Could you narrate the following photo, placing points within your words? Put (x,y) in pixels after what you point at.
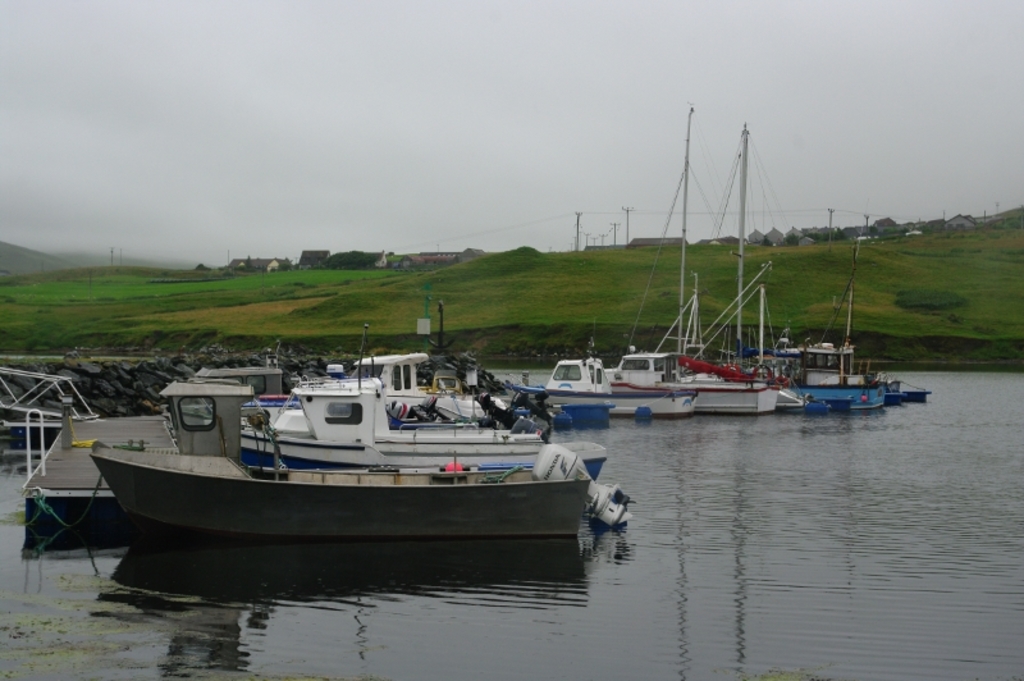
This image consists of a boats (598,488). At the bottom (590,586), there is water (930,582). In the background (434,321), there is green grass (434,321) on the ground (451,297). And we can see many houses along with the poles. At the top (337,116), there are clouds (272,126) in the sky (194,135).
